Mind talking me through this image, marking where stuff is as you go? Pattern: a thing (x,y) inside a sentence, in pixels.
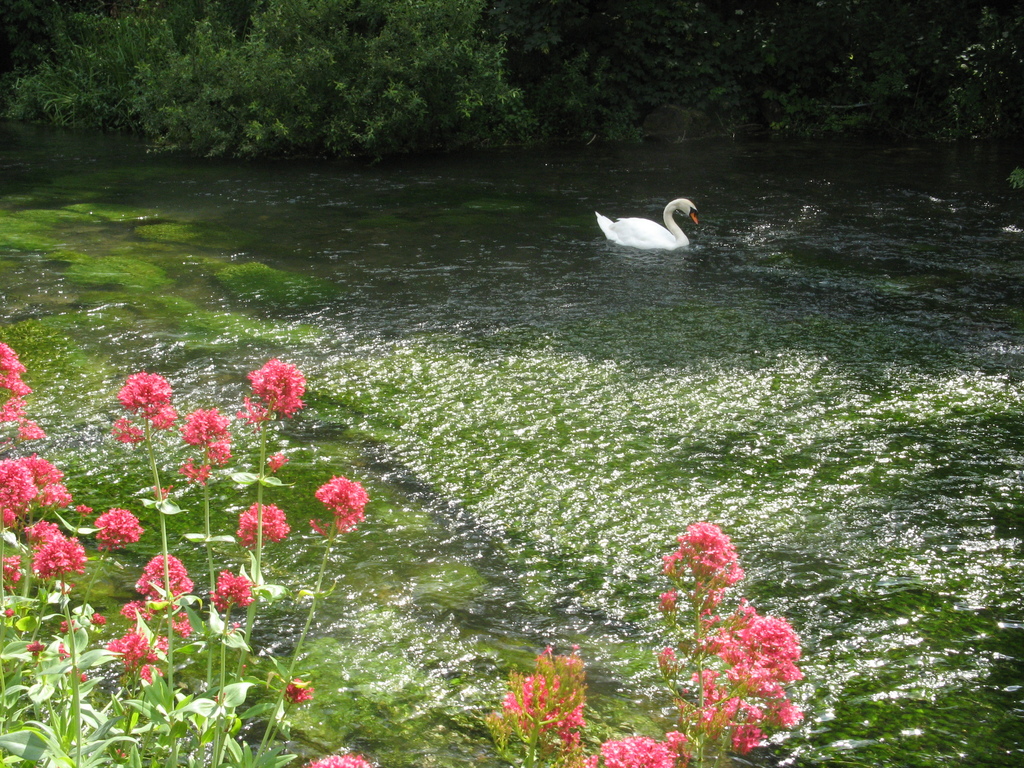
In this image at the bottom (523,617) there are plants (250,483), flowers (707,669), water (589,529). In the middle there is a swan (678,237). At the top (603,114) there are trees (386,102).
